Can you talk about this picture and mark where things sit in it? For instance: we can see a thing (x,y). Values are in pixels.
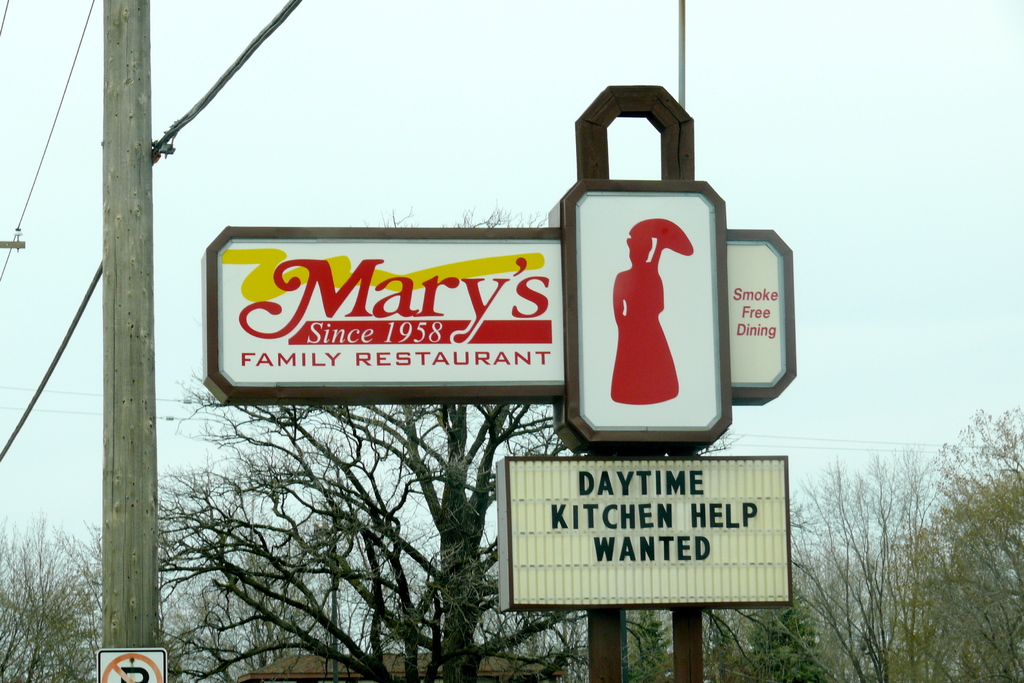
In this image we can see boards (534,488) on the poles (620,642), electric wires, trees (345,415), roof (396,675) and sky (198,11).
